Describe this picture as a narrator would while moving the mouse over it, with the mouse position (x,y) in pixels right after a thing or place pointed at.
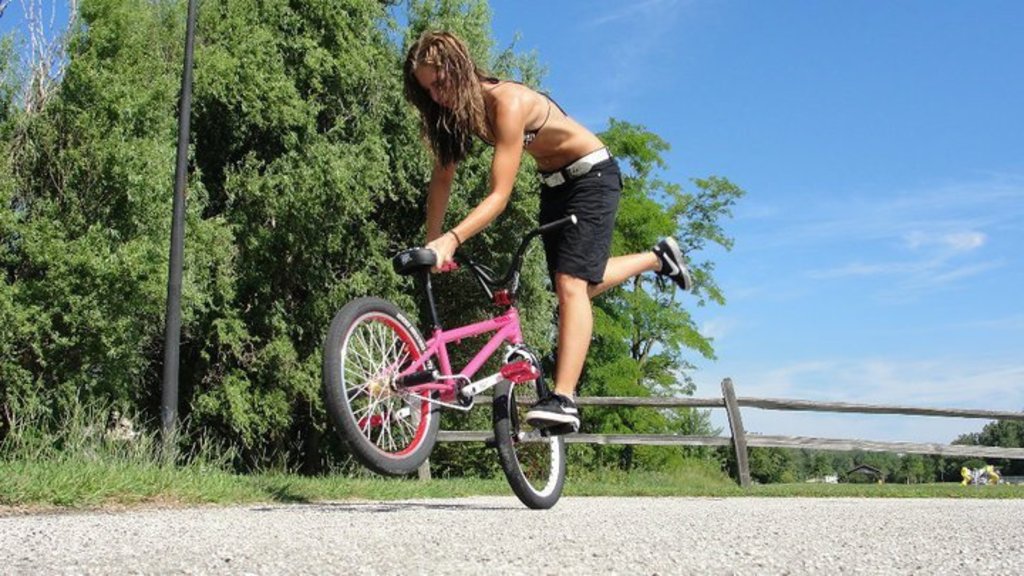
In this picture we can see a girl (553,184) riding bicycle (535,370), there is a fencing (821,443) here, on the left side (217,273) we can see trees (214,248), there is a pole (173,233) here, at the bottom (115,451) there is grass (144,451), we can see sky (732,109) at the top of the picture (749,91).
